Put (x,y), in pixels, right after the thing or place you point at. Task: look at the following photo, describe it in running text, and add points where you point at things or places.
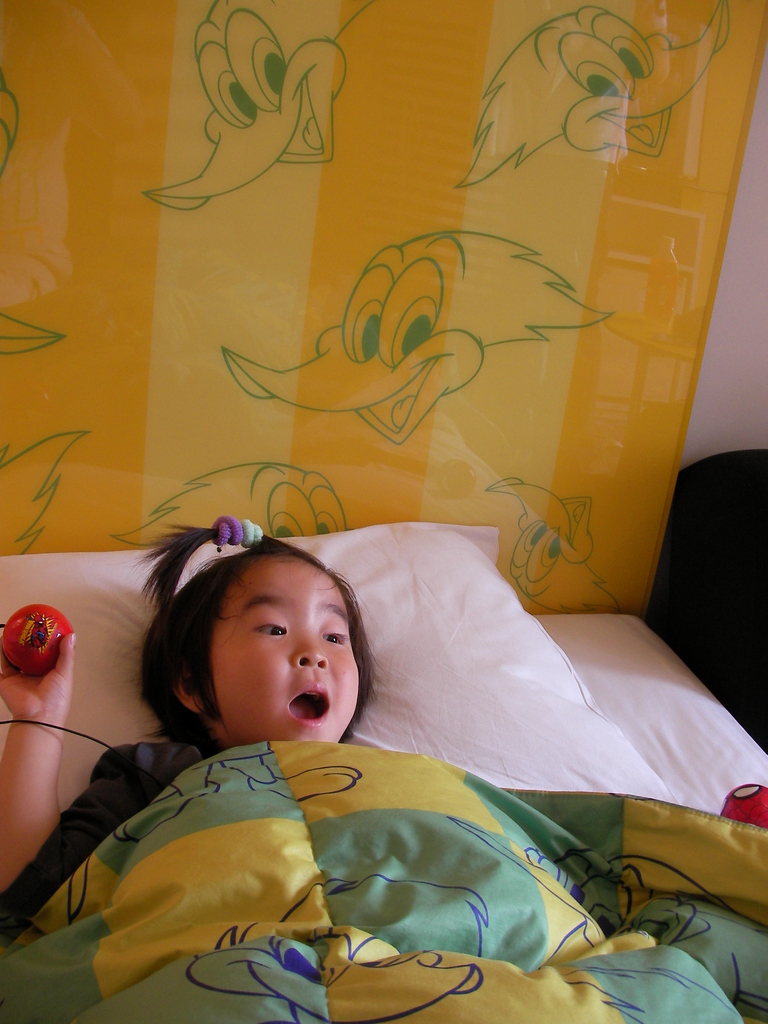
In this picture there is a girl (258,693) who is lying on the bed (631,855). On the bed (661,673) we can see a bed sheet (602,919) and pillow (567,697). She is holding a ball (41,615). Beside the bed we can see the black object (741,544). At the top (586,197) we can see the painting (436,316) on the cloth (457,362) near to the wall (727,358).
